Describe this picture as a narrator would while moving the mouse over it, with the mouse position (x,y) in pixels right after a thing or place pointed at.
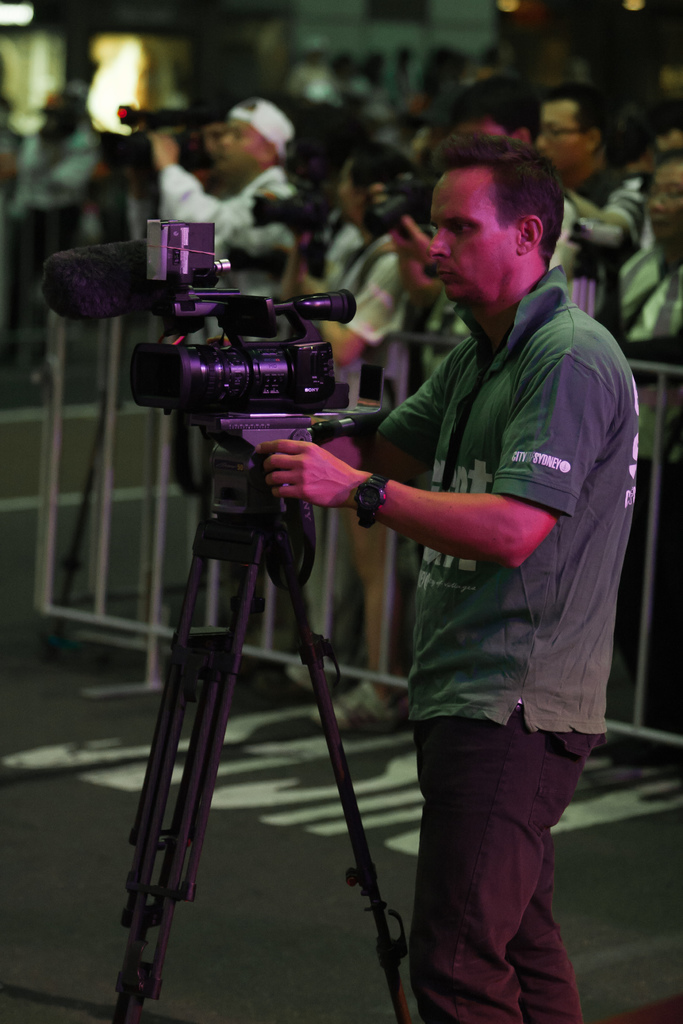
In this picture we can see a man (469,865) standing on the road (603,841) and holding a camera (280,400) with his hands (290,448), stand (329,643) and in the background (124,209) we can see a group of people (427,239) standing at the fence (159,509).
